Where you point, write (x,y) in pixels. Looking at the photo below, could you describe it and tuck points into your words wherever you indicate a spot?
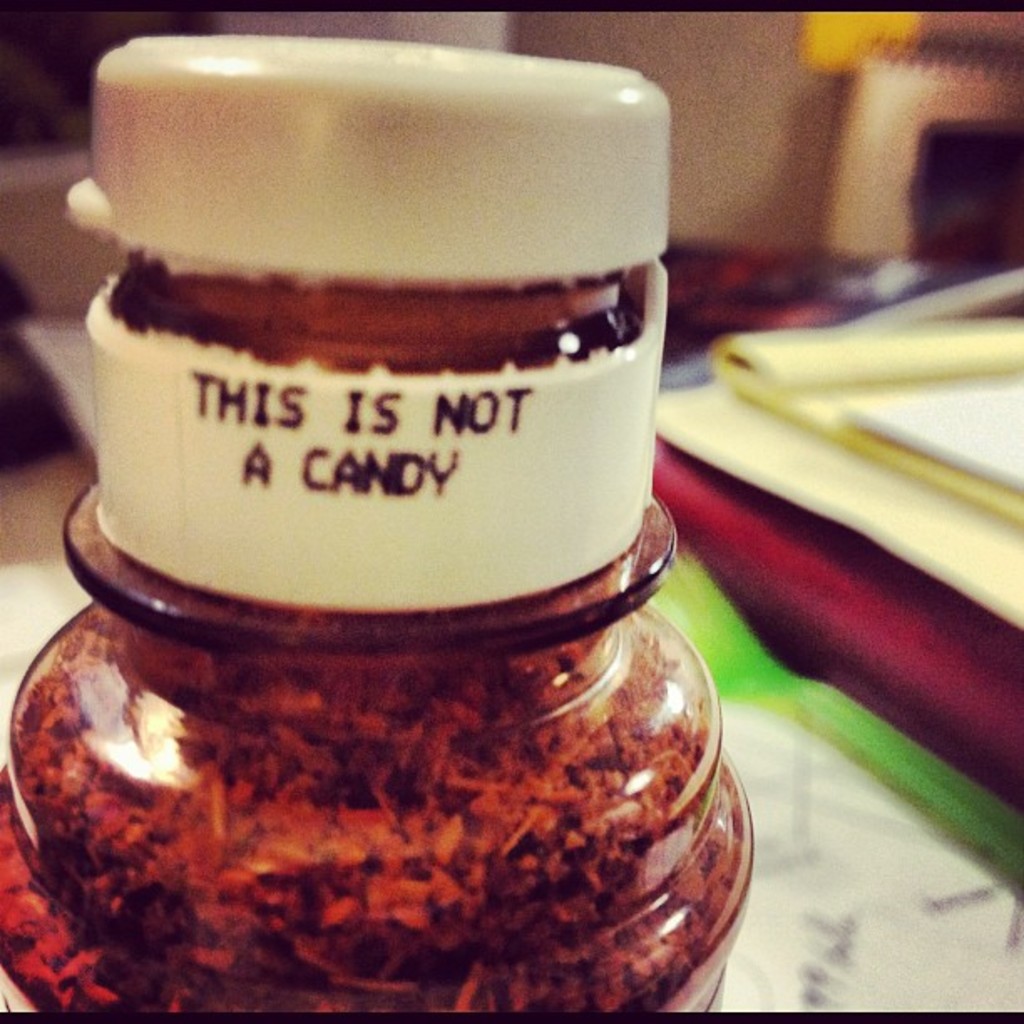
In the center of the image (349,407) there is a bottle (359,753). On the right side of the image (949,421) we can see papers (887,459) and books (865,534). In the background (869,136) we can see wall (852,94) and book (855,94).
